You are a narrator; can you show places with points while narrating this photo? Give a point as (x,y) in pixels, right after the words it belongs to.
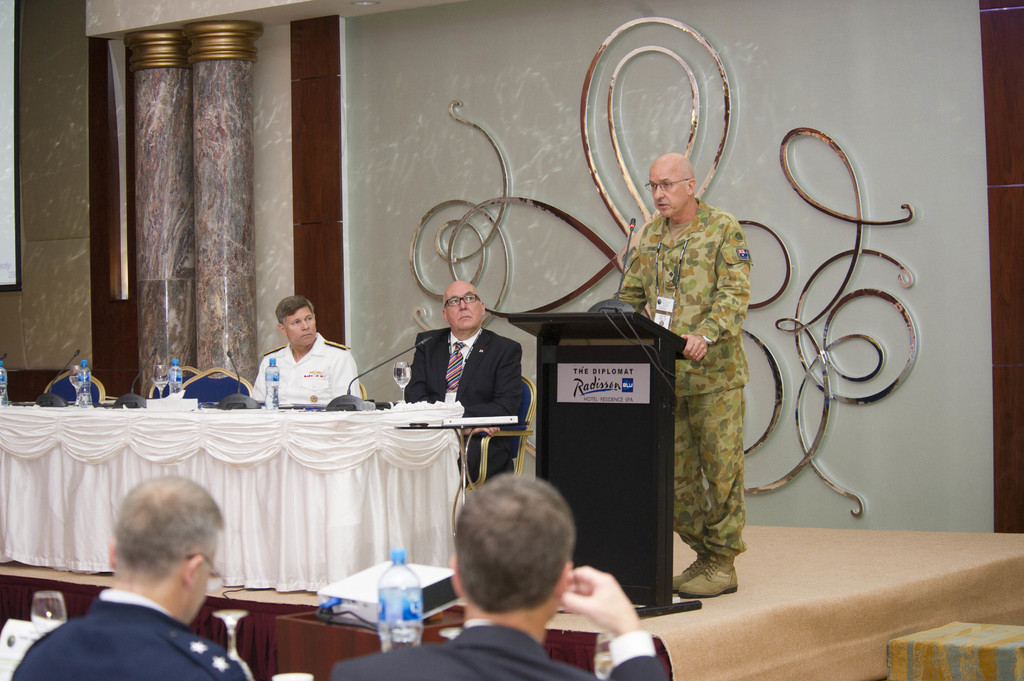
This is a podium (626,399) with the mike (630,235). I can see a man (697,296) standing and talking. There are two people (501,380) sitting on the chairs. This is a table (179,452) with white cloth (274,459) where mikes (346,401), water bottles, glasses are placed. I can see two persons (198,652) sitting here. This looks like a projector (375,571). This is a stage (757,579). At background (218,133) I can see two pillars (209,142) and some design (584,230) on the wall (756,132).
